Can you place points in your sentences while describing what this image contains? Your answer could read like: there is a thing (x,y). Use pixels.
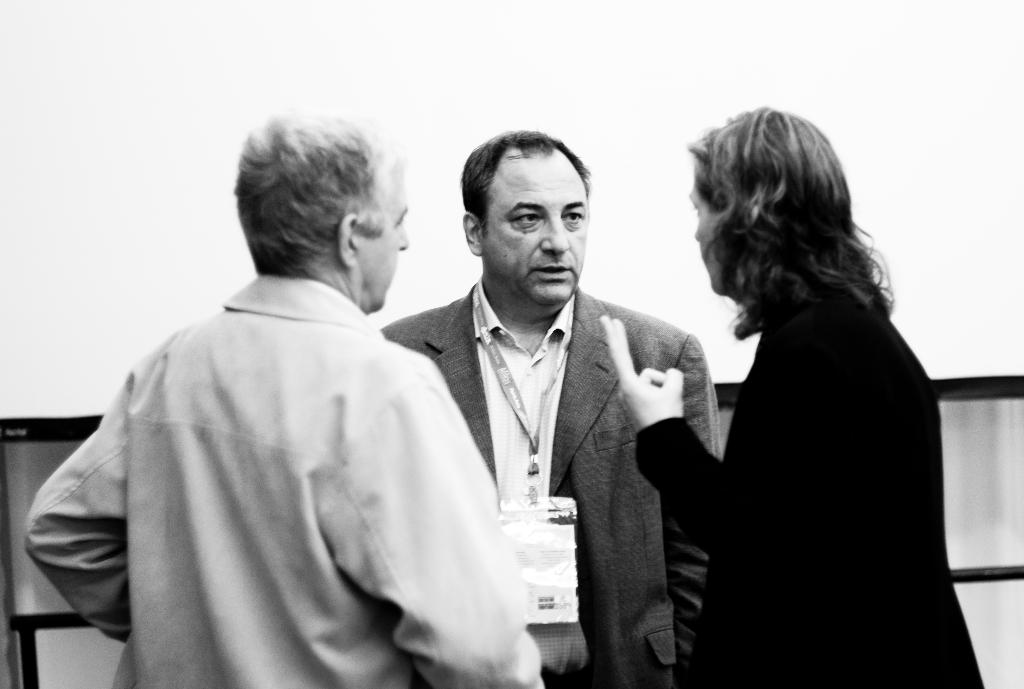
In this image I can see few people (409,407). The image is in black and white.
